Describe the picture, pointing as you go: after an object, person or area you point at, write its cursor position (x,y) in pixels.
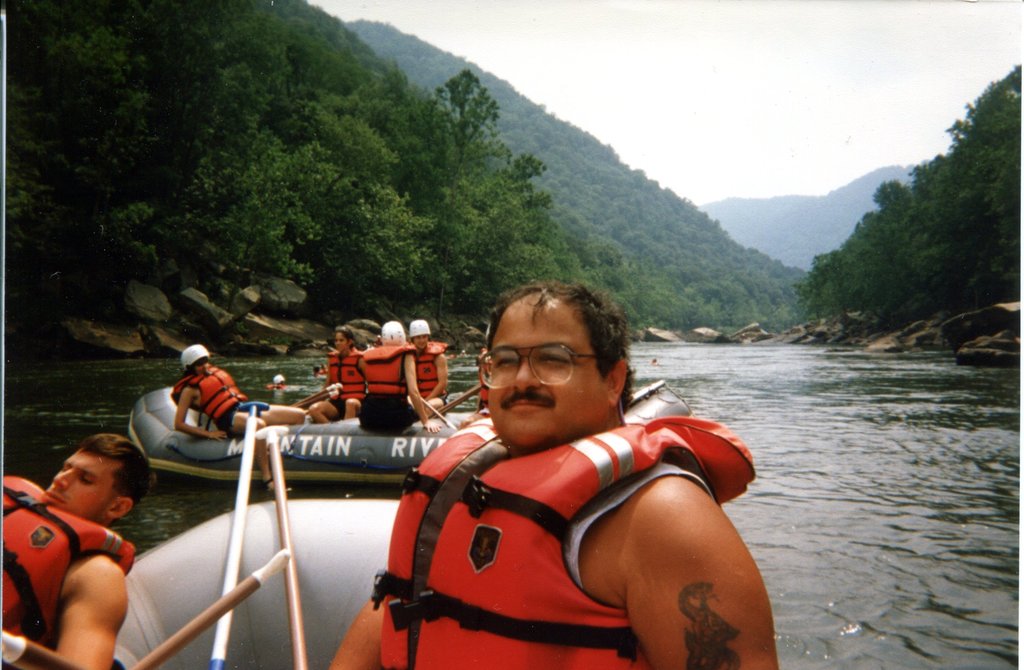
In this picture I can see there are few people (586,397) in the boat (248,618) and there is a river (845,628), there are mountains (657,207) covered with trees (610,223) and the sky (711,94) is clear.
